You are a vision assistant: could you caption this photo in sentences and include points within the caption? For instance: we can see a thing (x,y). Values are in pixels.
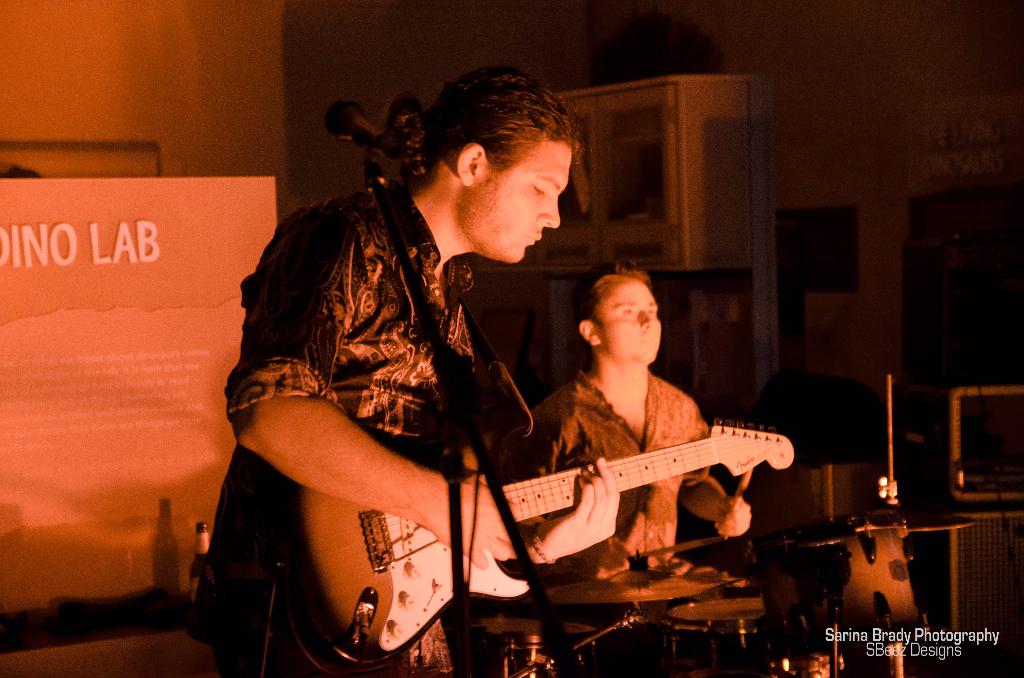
This image consists of a two person (466,148). Out of which one person (423,153) is standing and playing a guitar (447,555) in front of the mike (440,352). And another person (669,514) is sitting and playing a drums (774,604). In the left (164,534), a board (176,529) is there. And a bottle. In the middle (590,246), a cupboard (613,160) is there. And a table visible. This image is taken inside a room (153,142).
